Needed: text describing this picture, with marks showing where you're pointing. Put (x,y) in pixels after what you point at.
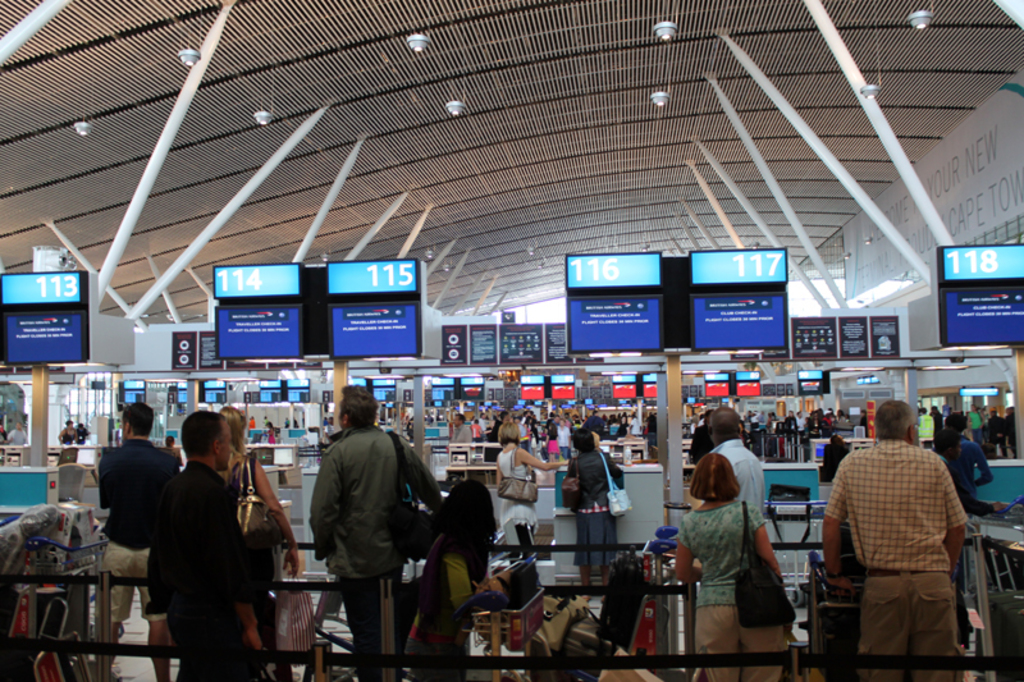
In this image there are group of people (158,541) standing at the table (633,486). In the foreground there is a railing (79,649). At the back (252,305) there are poles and there are boards (784,296) on the poles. There is a text (561,349) on the boards (872,355). At the top (956,205) there are lights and there is a banner (937,162) and there is a text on the banner (939,160).
